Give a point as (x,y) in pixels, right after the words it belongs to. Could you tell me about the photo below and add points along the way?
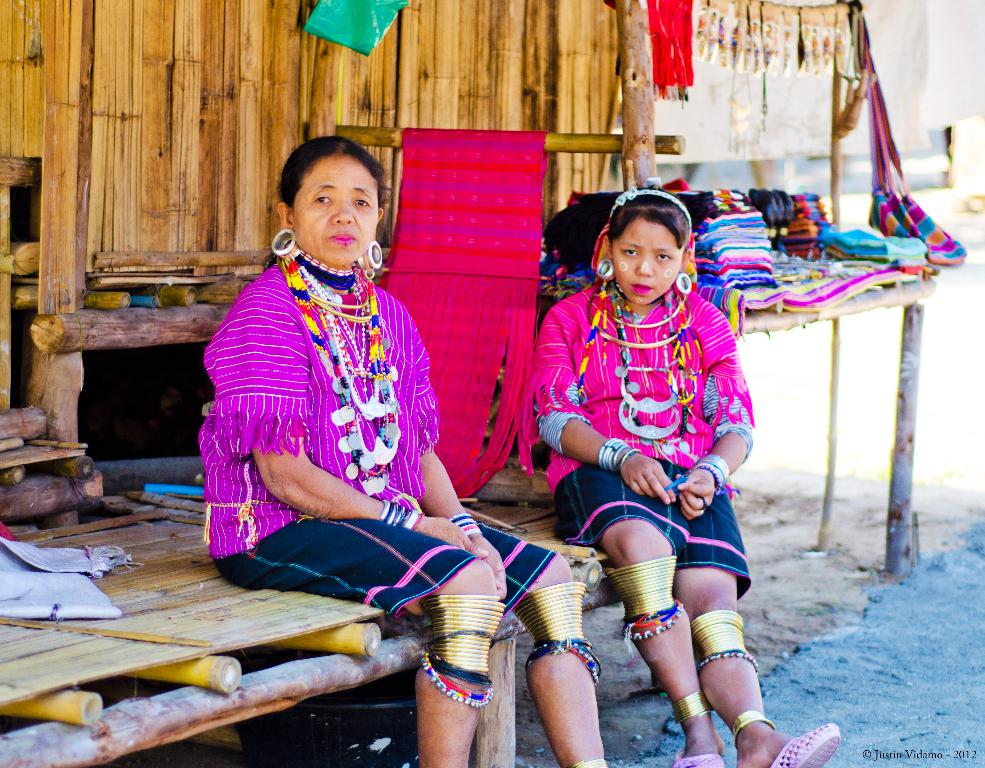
This picture show that two women (274,433) wearing pink color top (301,403), black skirt (391,575) with silver jewelry (386,466) and golden rings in the leg (440,707), Sitting on the bamboo bed (331,639) and giving a pose into the camera. Behind you can see a bamboo fencing wall (566,156) with some colorful clothes (757,261) on the table (799,288).
